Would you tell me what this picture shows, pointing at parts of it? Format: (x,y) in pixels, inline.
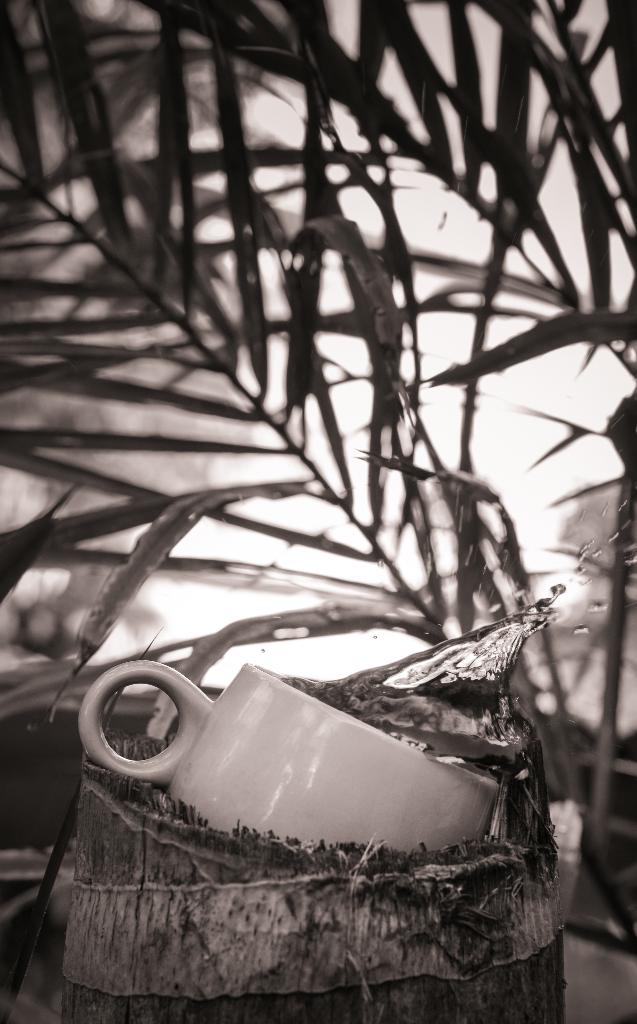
In this image we can see some plants (338,507) and a wooden object (184,865), in the wooden object (189,837) we can see a cup (192,789).
